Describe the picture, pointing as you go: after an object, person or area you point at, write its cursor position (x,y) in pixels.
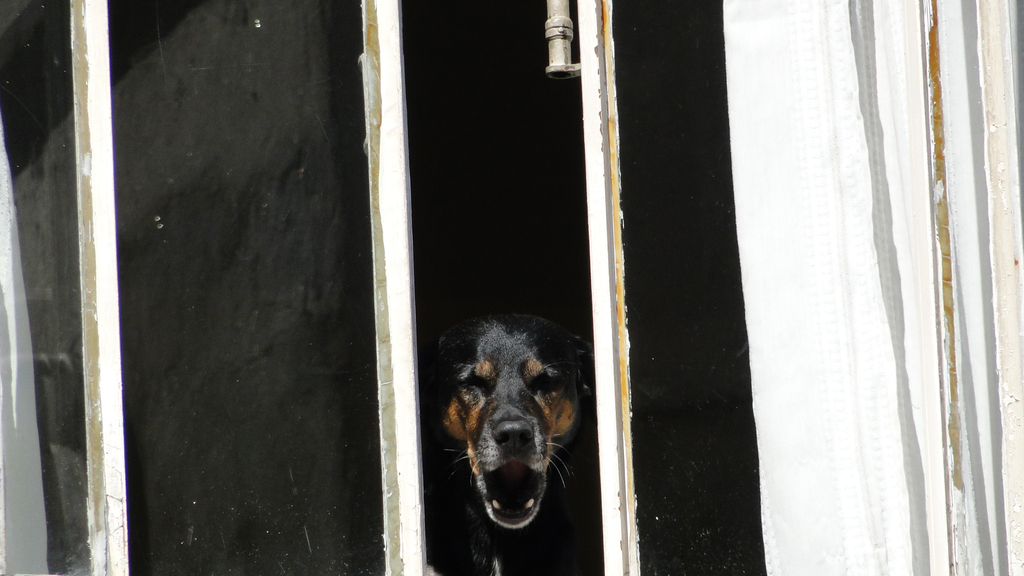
In this picture, we see a black dog (569,403) is standing in between the railing (403,298) of the rods (402,386) and the dog (467,463) is barking. On the right side (756,296), we see a white curtain (848,301). In the background (365,300), it is black in color.
